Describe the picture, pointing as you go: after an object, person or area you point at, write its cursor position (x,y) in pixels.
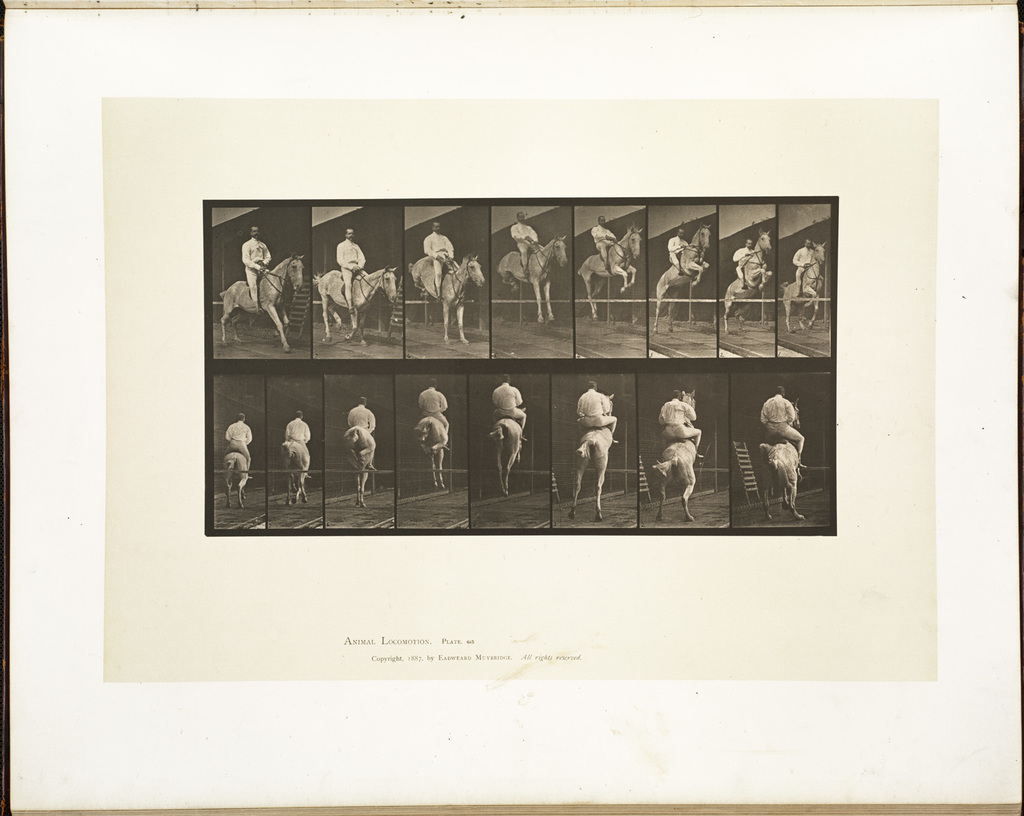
This looks like an old photo. I can see the pictures (410,287), which are collage. This is a person (258,252) sitting on the horse (443,274). I can see the horse (742,290) jumping. This looks like a wooden object (740,457). These are the letters (418,658).
